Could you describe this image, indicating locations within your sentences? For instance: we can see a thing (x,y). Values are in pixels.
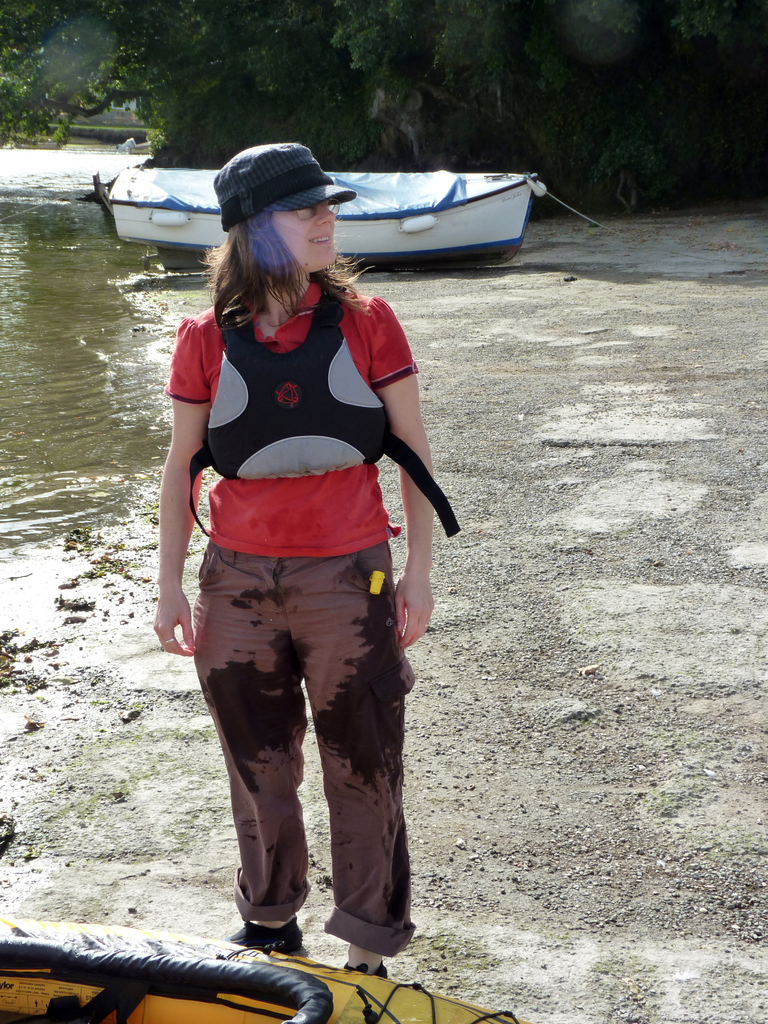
In this image there is a woman (356,600) wearing a cap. She is standing on the land (512,649). Before her there is a Boat (264,1003). Behind her there is a boat (442,228) on the land (596,393). Left side (11,230) there is water (82,310). Background (5,42) there are trees (308,116).
